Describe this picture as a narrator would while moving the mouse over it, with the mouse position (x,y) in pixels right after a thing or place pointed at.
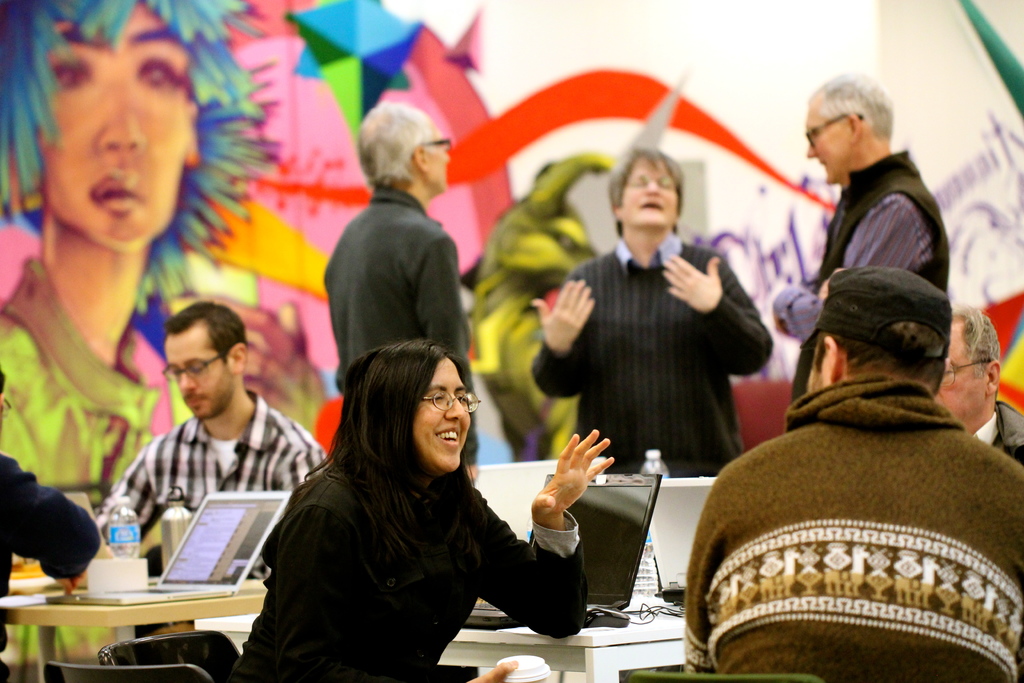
In this image there are 5 persons (1023,613) sitting in the chair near the table (155,618), and in table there are bottle (171,538), laptop (163,583), mouse (592,612), cable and in background (654,419) there are 3 persons (628,412) standing.
